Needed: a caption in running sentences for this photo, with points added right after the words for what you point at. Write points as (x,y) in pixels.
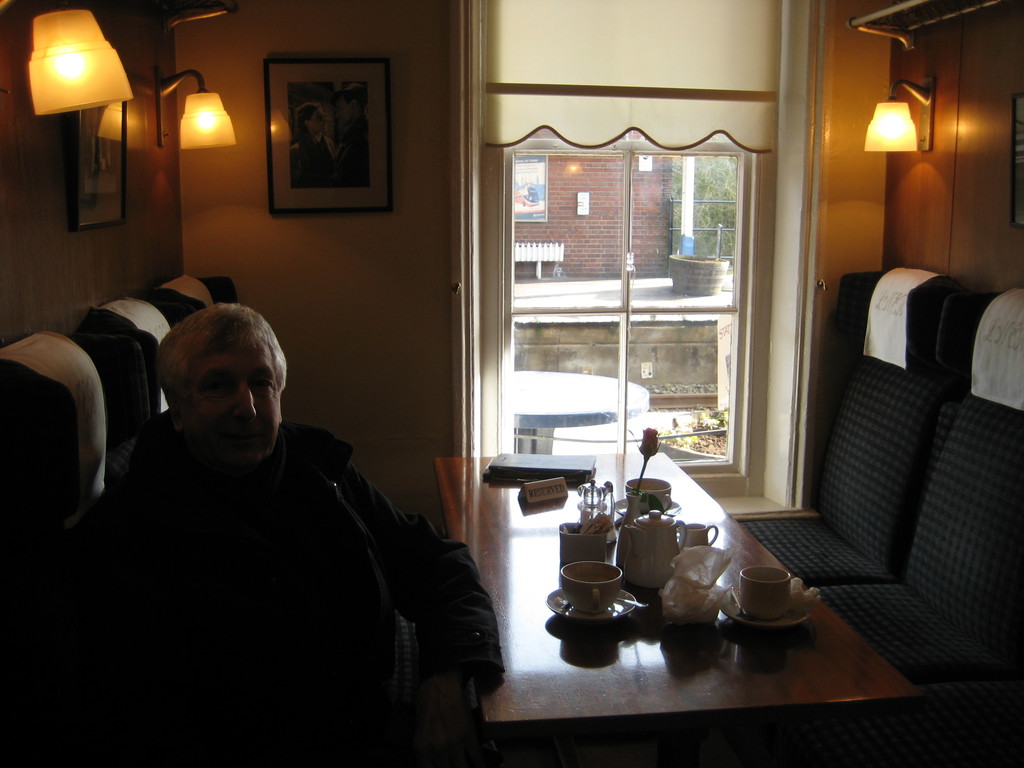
The picture consists of chairs (131,326), table (522,539) and a person (277,594). On the table (468,469) there are cups (598,588), menu card (583,467), flower (640,484), teapot (660,527) and other objects (550,493). On the left (313,157) there are frames (304,142) and lamps (212,107). On the right (887,130) there is a lamp (891,134) and a frame (1013,131). In the center of the picture (522,356) there is a window (604,325), outside the window (634,291) there are buildings (603,229) and tree (709,192).
